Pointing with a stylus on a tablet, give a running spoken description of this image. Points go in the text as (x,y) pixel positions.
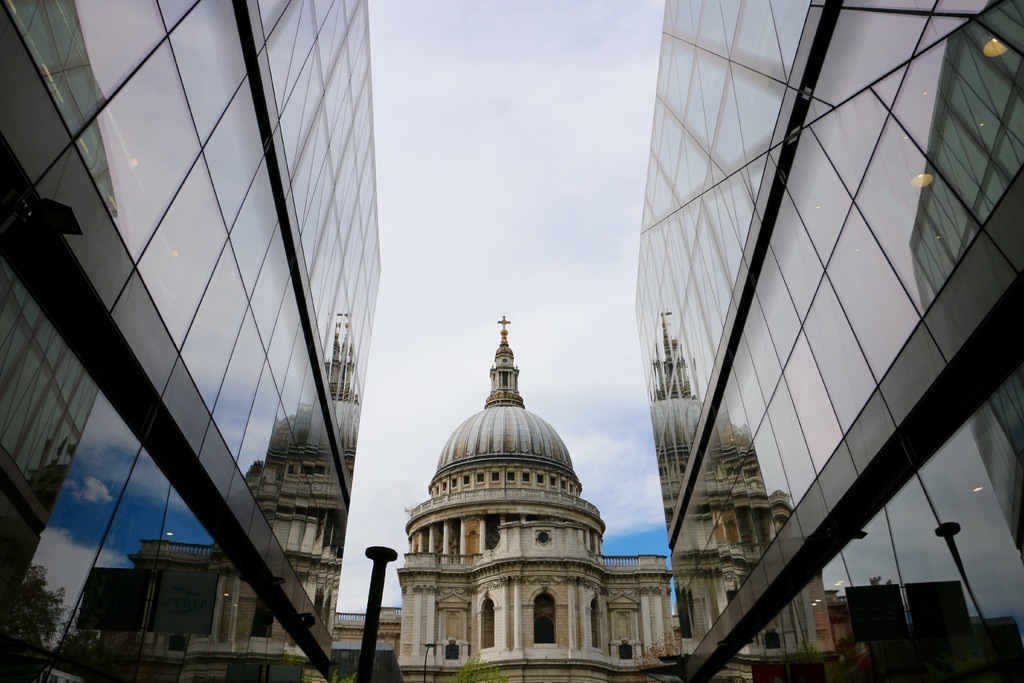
In this image on the right side (814,350) and left side (315,196) there are buildings (981,439), and in the center (517,408) it looks like a church (475,610), railing (352,618) and pole (380,595). At the top of the image (469,105) there is sky (402,356).
